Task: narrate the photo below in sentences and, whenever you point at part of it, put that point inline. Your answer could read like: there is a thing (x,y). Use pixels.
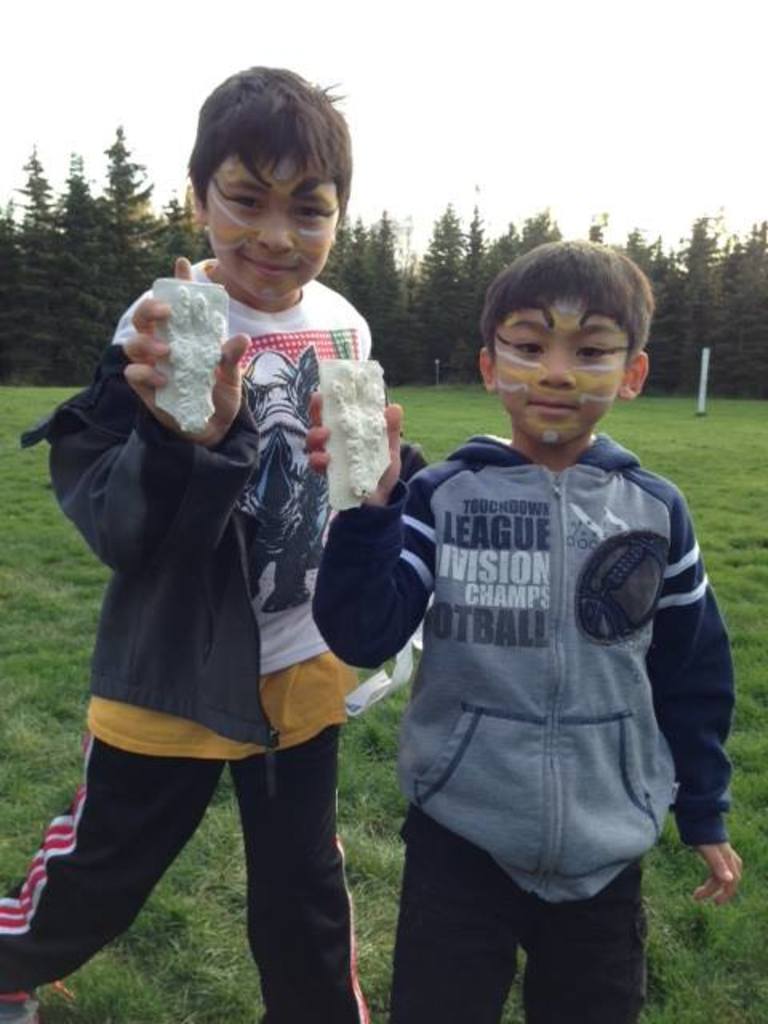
In the foreground of the picture (265,484) I can see two boys (651,588) and they are wearing the jacket (520,612). They are holding something in their hand (163,417) and there is a painting (235,243) on their face (571,340). In the background (469,381), I can see the green grass (669,412) and trees (447,296).
